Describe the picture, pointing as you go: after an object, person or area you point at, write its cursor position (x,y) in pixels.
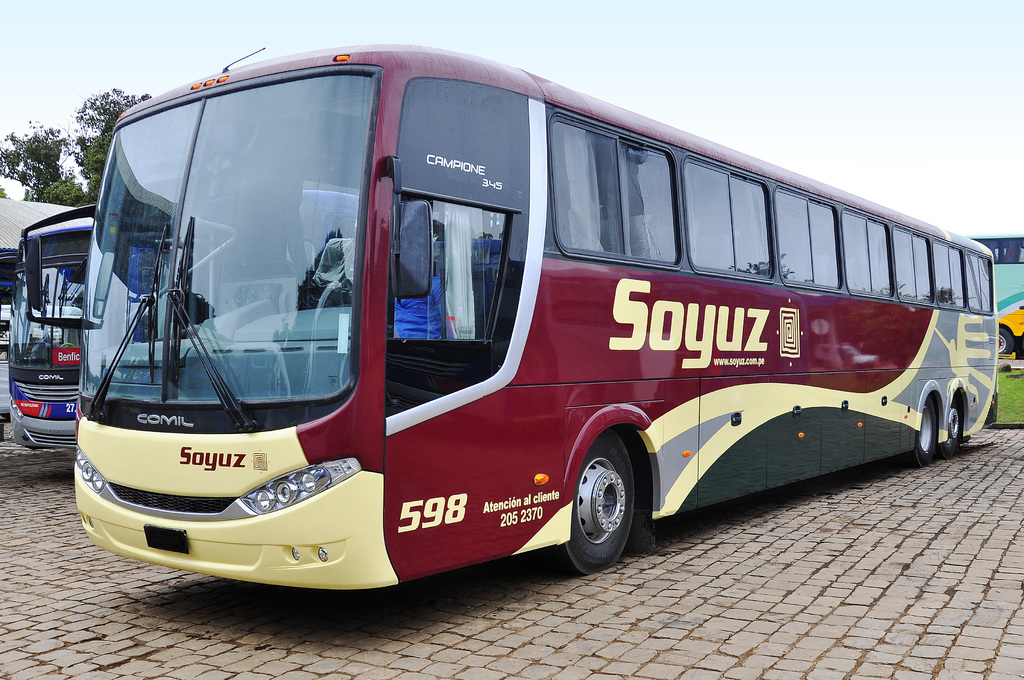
In this image I can see few buses (244,420) on the ground (656,622). On the left side (8,224), I can see a roof (26,209) and a tree (53,164). At the top (719,34), I can see the sky (799,37).
